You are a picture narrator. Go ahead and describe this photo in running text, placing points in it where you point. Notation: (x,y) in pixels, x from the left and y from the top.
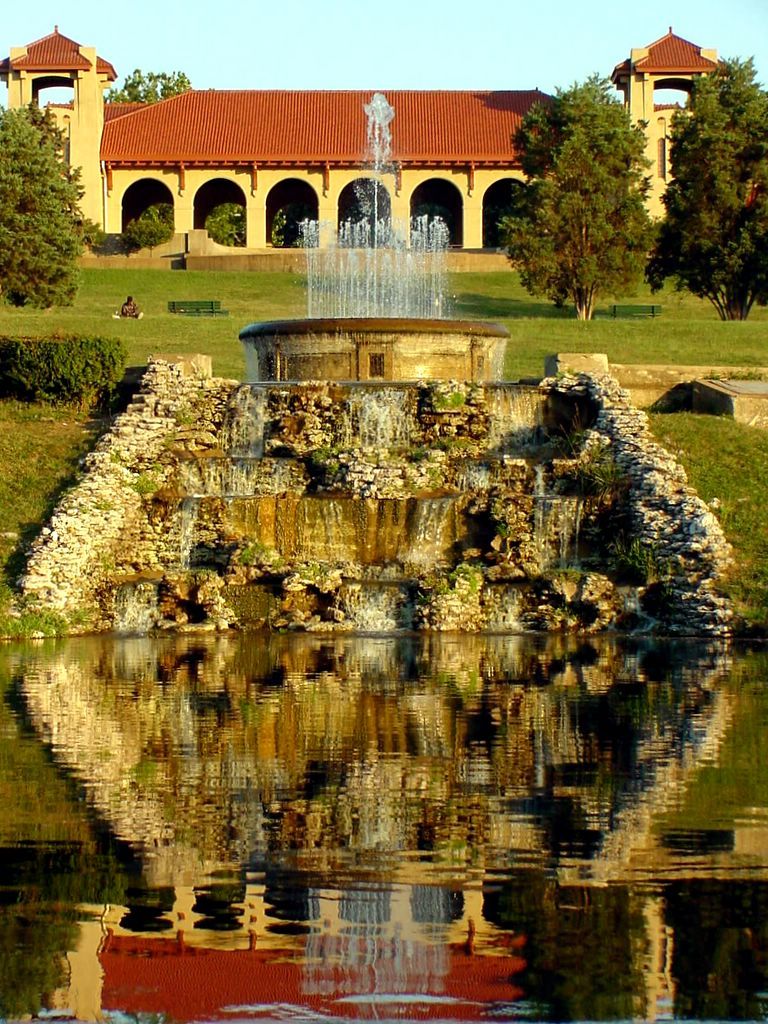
In this image I can see fountain (432,417), back I can see trees (78,185) in green color, a person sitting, building (200,132) in cream and red color, sky (213,56) in blue color.
